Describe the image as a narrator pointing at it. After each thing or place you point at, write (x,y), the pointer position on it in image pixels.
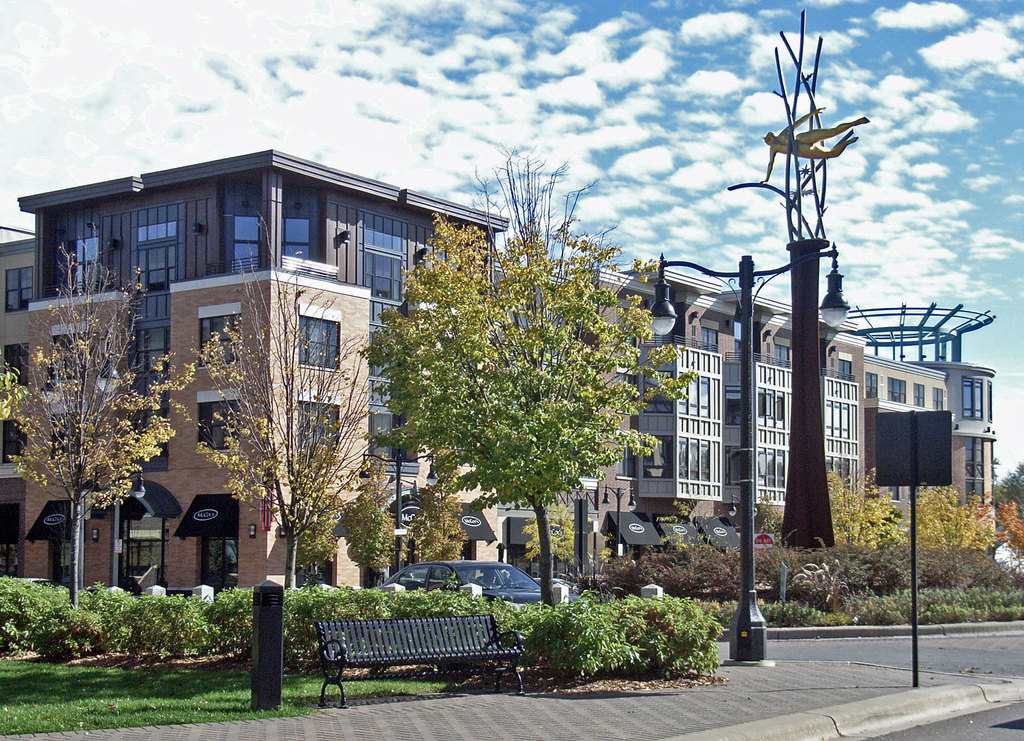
In this image a car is on the road (852,652). A street light (658,285), bench (444,634) and a pole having board (906,456) attached to it are on the pavement (801,687). Left side (65,702) there is grassland (169,680) having few plants (182,630) and trees (385,499). Right side (818,508) there is a statue (845,140) on the pillar (804,507). Before it there are few plants (774,568). Background (957,439) there are few buildings (100,521). Top of image (543,92) there is sky (544,114).
